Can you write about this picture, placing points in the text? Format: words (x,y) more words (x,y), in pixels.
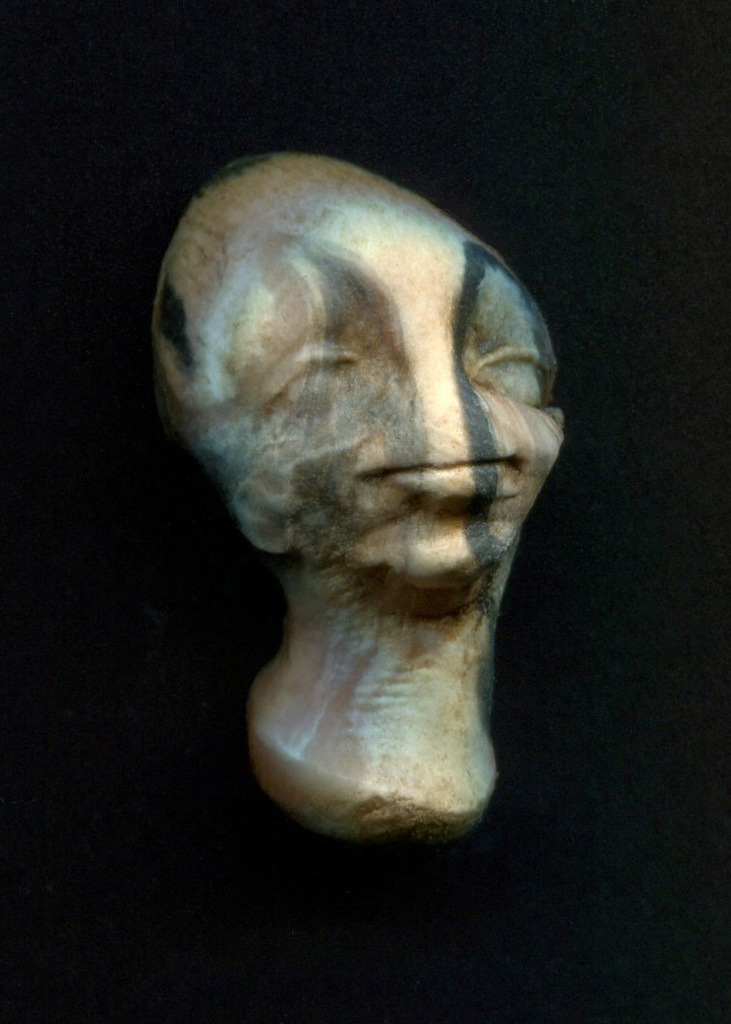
In the picture I can see sculpture (414,602) in the shape of a man's face (377,560). The background of the image (357,30) is dark.
